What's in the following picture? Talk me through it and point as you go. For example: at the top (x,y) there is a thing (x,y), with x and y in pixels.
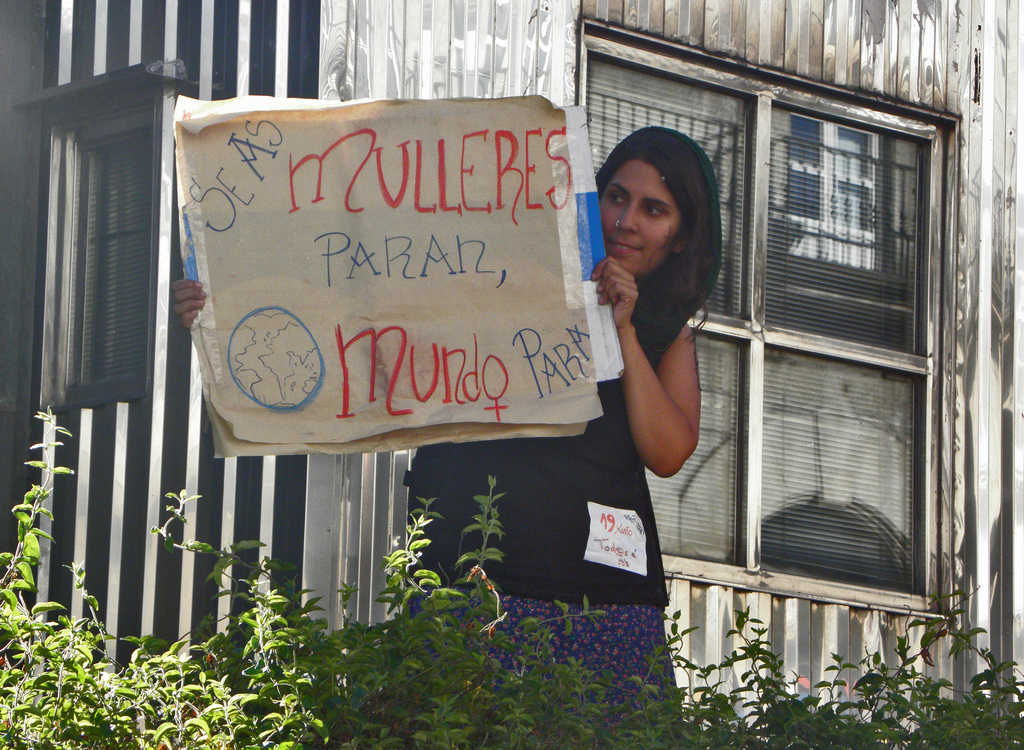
In the center of the image (645,340) a lady (637,325) is standing and holding a poster (430,203). In the background of the image (40,197) we can see a building (856,169), windows (747,160), wall (529,92) are there. At the bottom of the image (467,639) plants (366,706) are there.
